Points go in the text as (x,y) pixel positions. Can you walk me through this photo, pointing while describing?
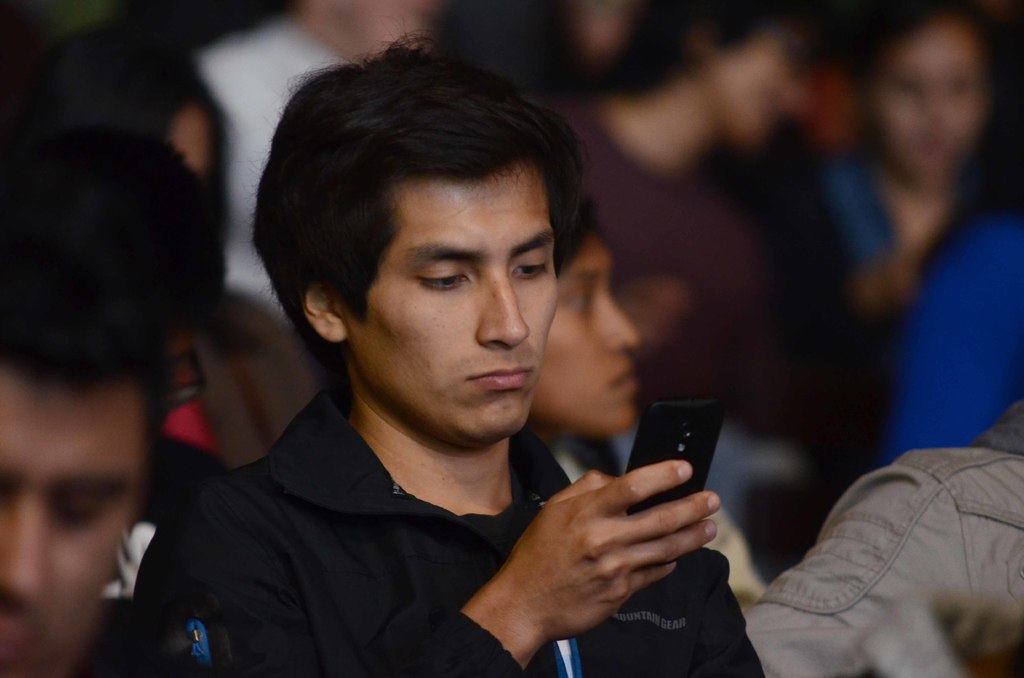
In this picture a person (220,567) is staring at his mobile phone (637,505) held in his right hand (593,530) and some of the people (184,116) in the background (936,169) sitting.
